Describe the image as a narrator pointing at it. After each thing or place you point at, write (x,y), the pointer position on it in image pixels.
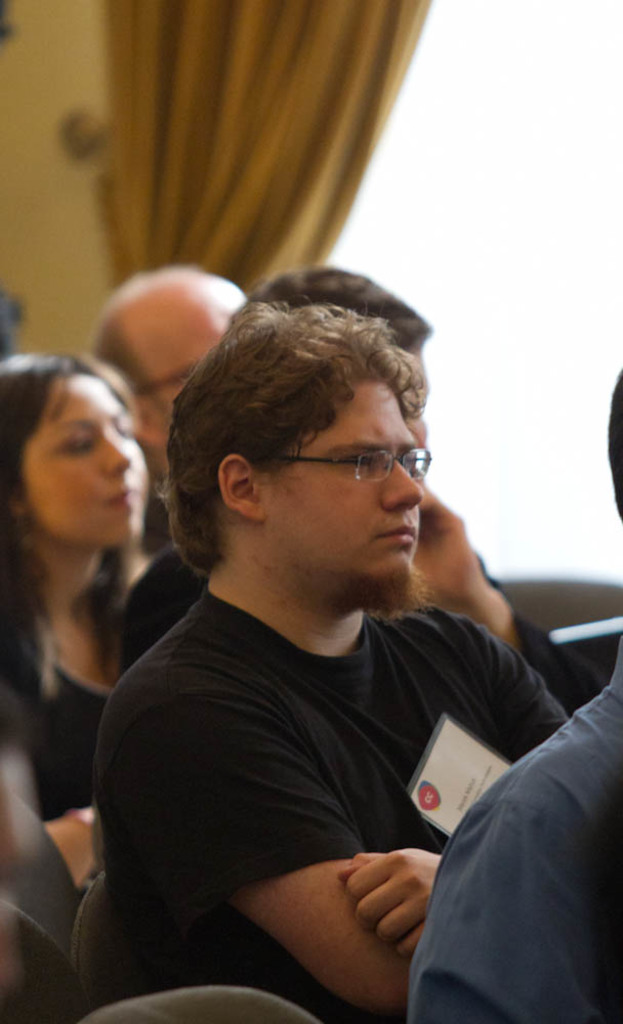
In this image there are some persons (290,698) are sitting in the bottom of this image (237,739) and there is a curtain (226,194) on the top left side of this image (172,150).
